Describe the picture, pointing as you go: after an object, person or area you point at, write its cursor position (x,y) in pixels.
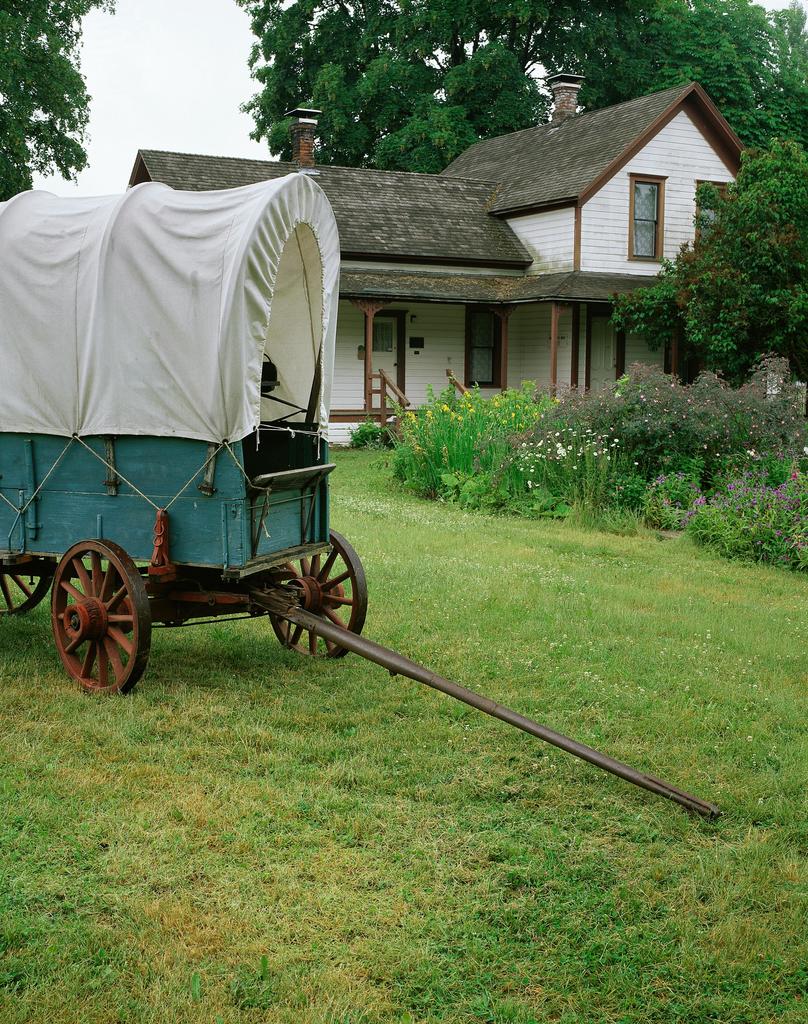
In the image I can see the ground (372,795), some grass (372,795) on the ground (372,795) and a cart (170,520) which is green, brown and white in color. In the background (636,25) I can see few trees (778,294) which are green in color, a house (457,231) which is white and black in color and the sky (199,92).
